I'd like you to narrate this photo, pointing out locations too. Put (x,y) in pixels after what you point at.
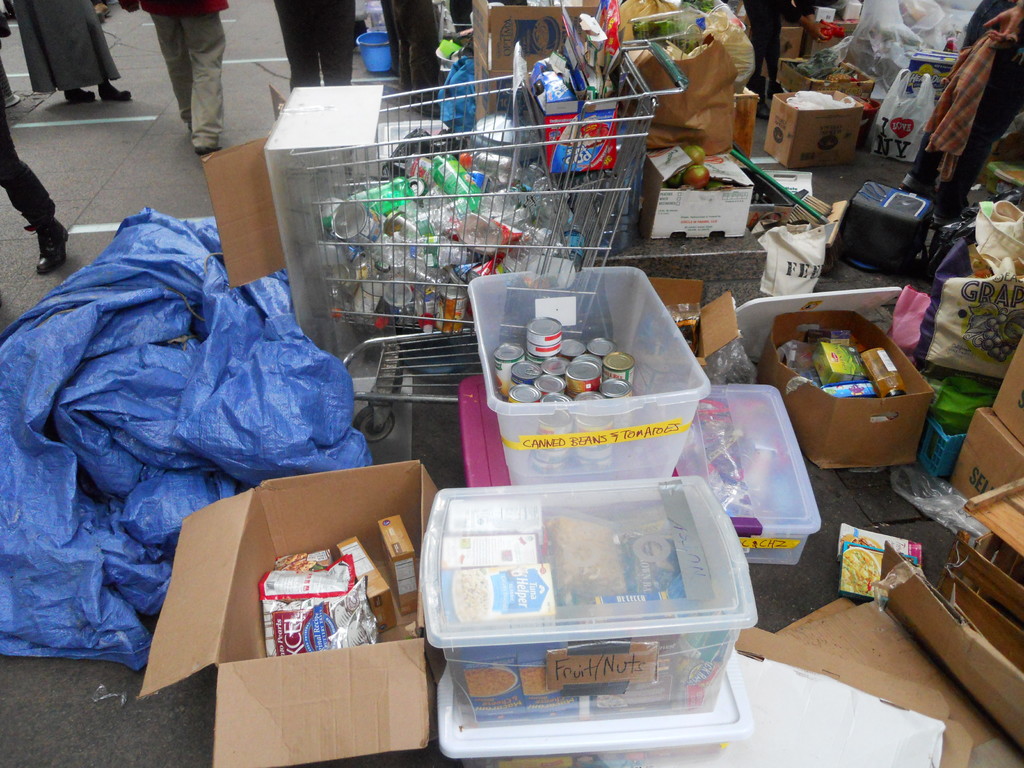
In this image, we can see the ground (9,727) with some objects (941,381) like a cover (102,577), cardboard boxes (268,526), plastic boxes (546,459). We can see a trolley (475,160), cover bags (818,266), a bucket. We can also see the legs (80,73) of a few people (977,163).
